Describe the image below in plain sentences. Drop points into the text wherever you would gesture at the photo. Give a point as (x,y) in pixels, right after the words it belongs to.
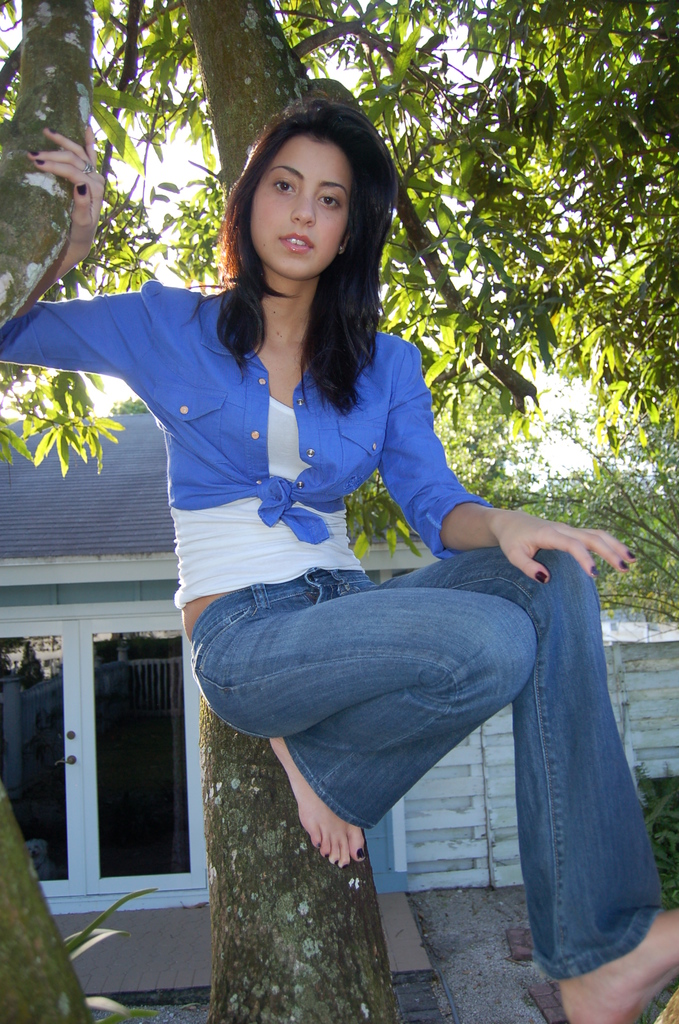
In this image, we can see a woman (346,646) on the tree branch (316,923) is watching. Background (146,865) we can see house (144,819), glass doors (170,802), walkway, plants (640,534) and tree (47,992).
